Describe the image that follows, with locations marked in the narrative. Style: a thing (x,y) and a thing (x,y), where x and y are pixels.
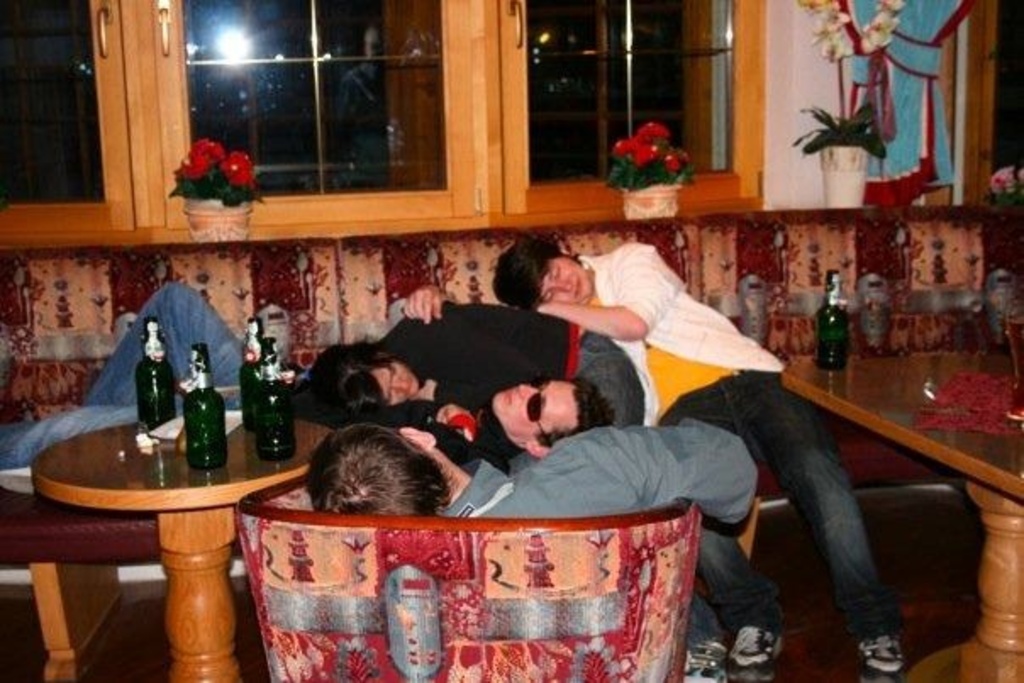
In the picture there are few men (464,441) who slept on chair (361,535). There are beer bottles (205,415) in front of them on a table (186,520). It seems to be in bar (923,324). On the background (70,154) there are windows (206,81) with flower pots (638,171) in front of them, and a guy (774,385) slept on sofa (343,265).
